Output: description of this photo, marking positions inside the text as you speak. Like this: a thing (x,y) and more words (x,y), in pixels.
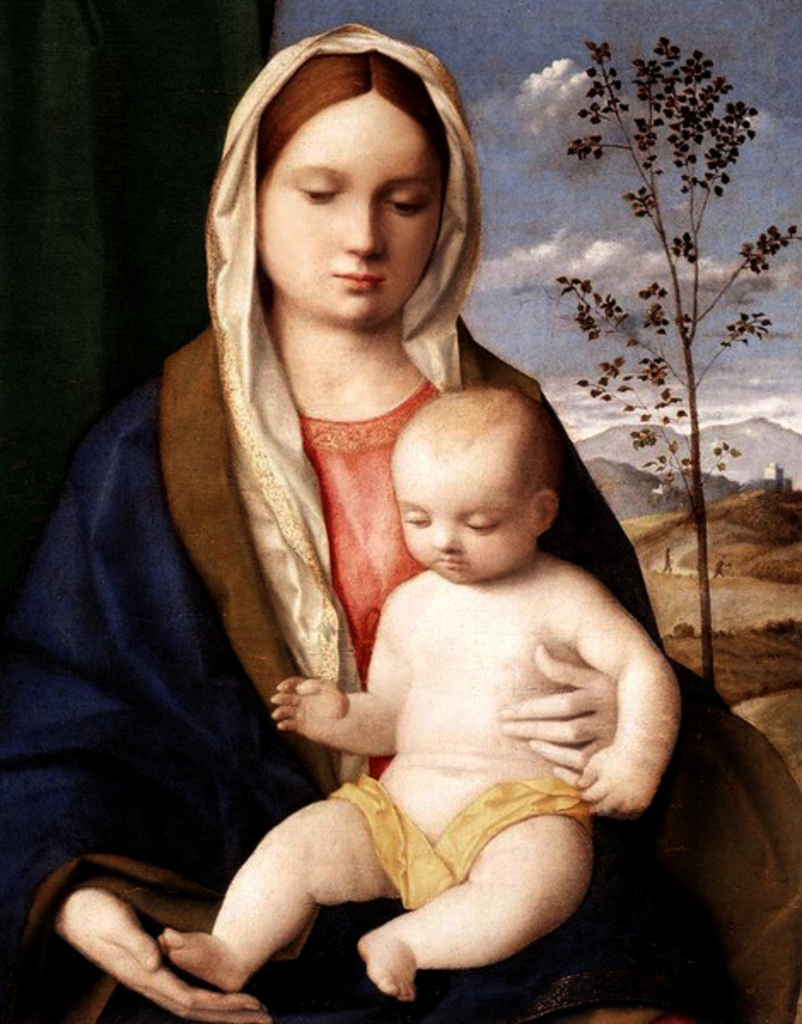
This pictures seems to be a painting. In the foreground (407,229) there is a woman (202,407) sitting on the chair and holding a baby (453,688). In the background (484,34) there is sky (525,52), tree (682,126), hills (634,464) and some persons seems to be walking on the ground (749,600).
